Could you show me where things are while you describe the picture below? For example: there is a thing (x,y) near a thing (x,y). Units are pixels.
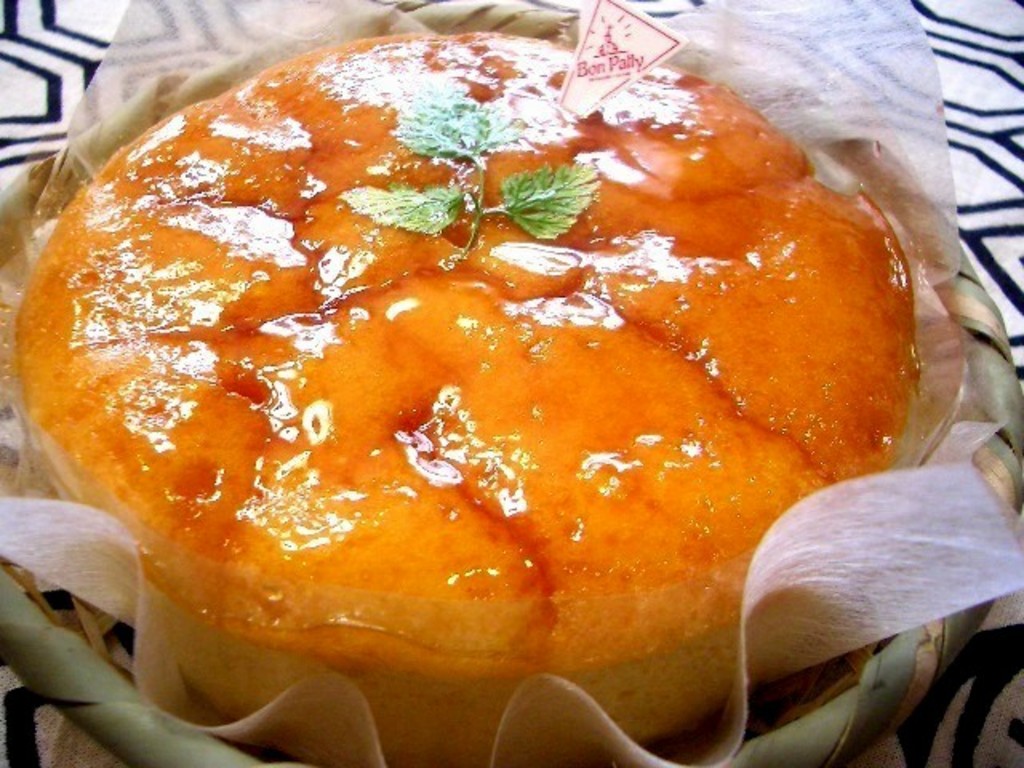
In the foreground of this image (367,738), there is an orange colored cake (463,580) along with a tissue (882,569) is in a basket (830,691) which is on a white and black colored cloth (994,732) and there are three leafs (520,185) and a cardboard piece (604,80) is present on the cake (415,249).
